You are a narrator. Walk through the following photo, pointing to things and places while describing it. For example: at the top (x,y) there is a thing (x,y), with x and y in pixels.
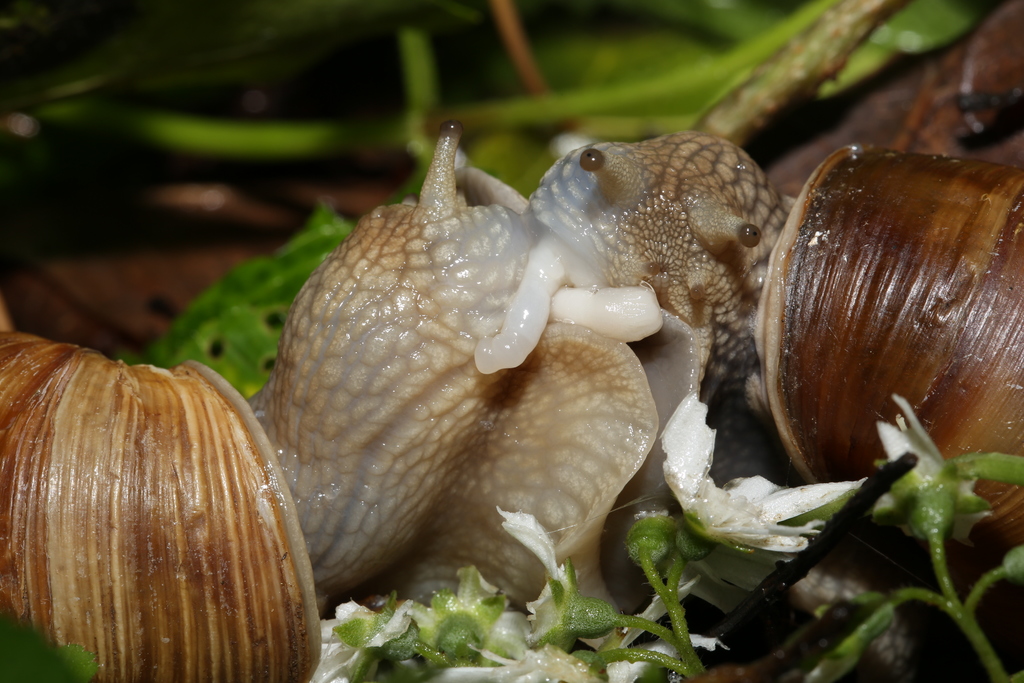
In this picture, we see snails (465,343) and shells (890,352). At the bottom of the picture (473,654), we see a plant (467,627) which has flowers (788,546). These flowers (788,546) are in white color. In the background (465,98), it is green in color and it is blurred in the background (450,111).
